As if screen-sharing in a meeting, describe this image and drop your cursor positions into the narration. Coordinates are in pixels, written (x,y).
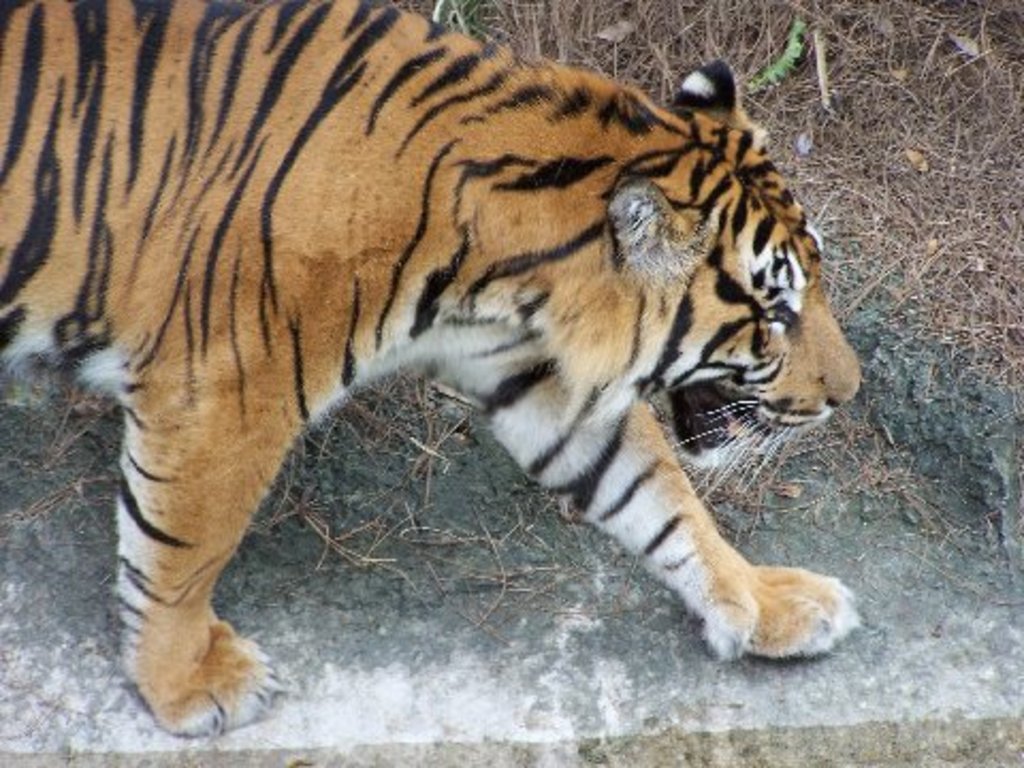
In the image I can see a tiger (547,294) which is on the ground (735,508) on which there are some dry stems (793,127).
